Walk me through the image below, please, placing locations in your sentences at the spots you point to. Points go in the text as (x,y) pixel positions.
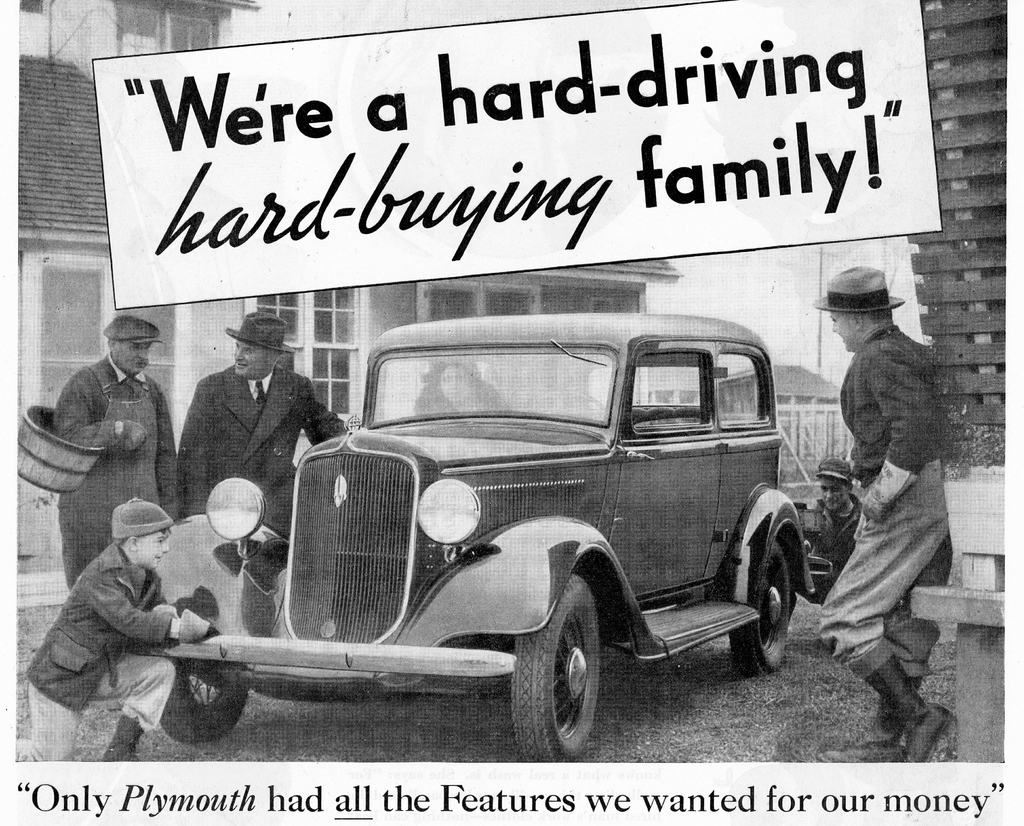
In this image, I can see that there are a group (917,681) of people around the car (426,368) and few of them are standing and few of them are sitting and all of them are wearing caps (164,519) and one of them is carrying a basket (47,443). In the background (29,517) there is a building (29,517).
